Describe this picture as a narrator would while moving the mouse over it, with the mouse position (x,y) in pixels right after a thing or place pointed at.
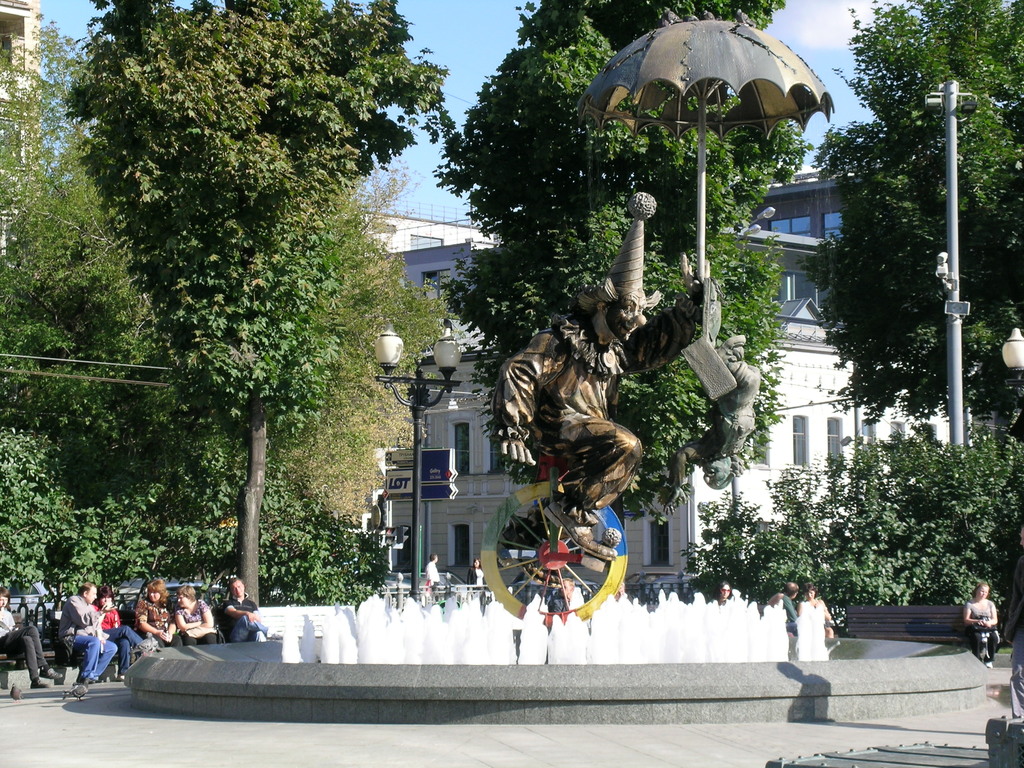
In this image there is a fountain (534,667) in the middle (574,360) there is a statue (633,273), in the background (50,650) there are benches (280,631), on that benches (14,659) there are people (72,617) sitting and there are trees (826,299), poles (858,402) and houses (787,318).
